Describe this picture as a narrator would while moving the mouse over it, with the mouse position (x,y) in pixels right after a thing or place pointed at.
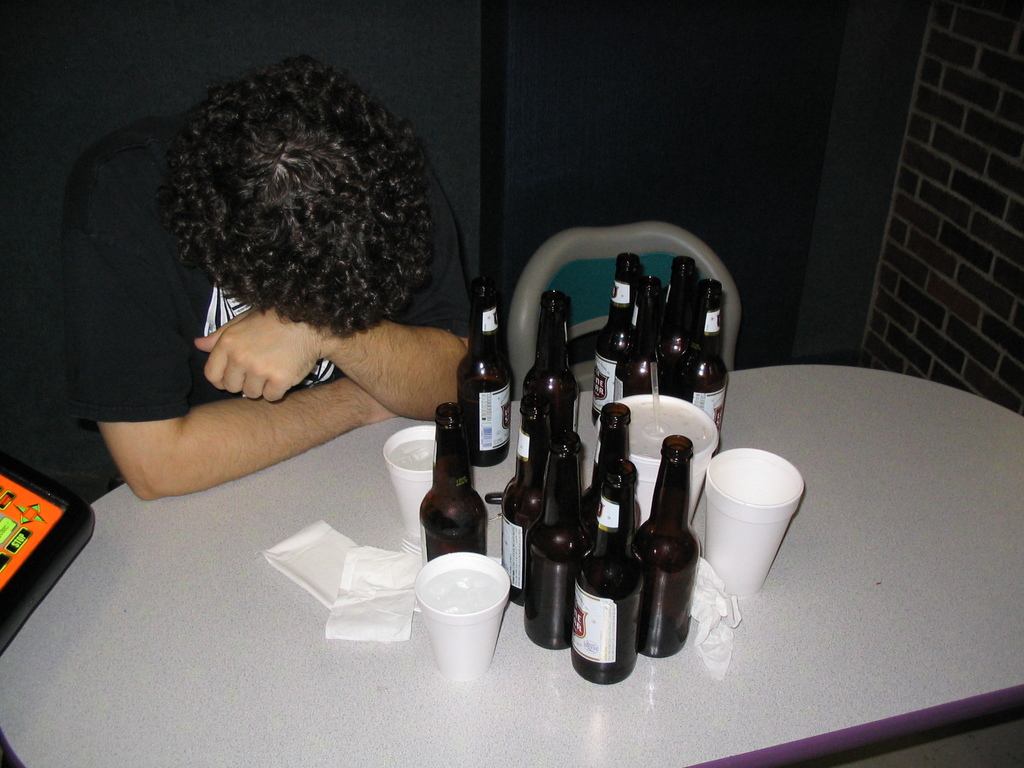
As we can see in the image there is a brick wall (919,155), a person (232,247) wearing black color t shirt (191,323) and a table (368,717). On table (362,698) there are tissues (354,568), glasses (417,450) and bottles (616,432).
